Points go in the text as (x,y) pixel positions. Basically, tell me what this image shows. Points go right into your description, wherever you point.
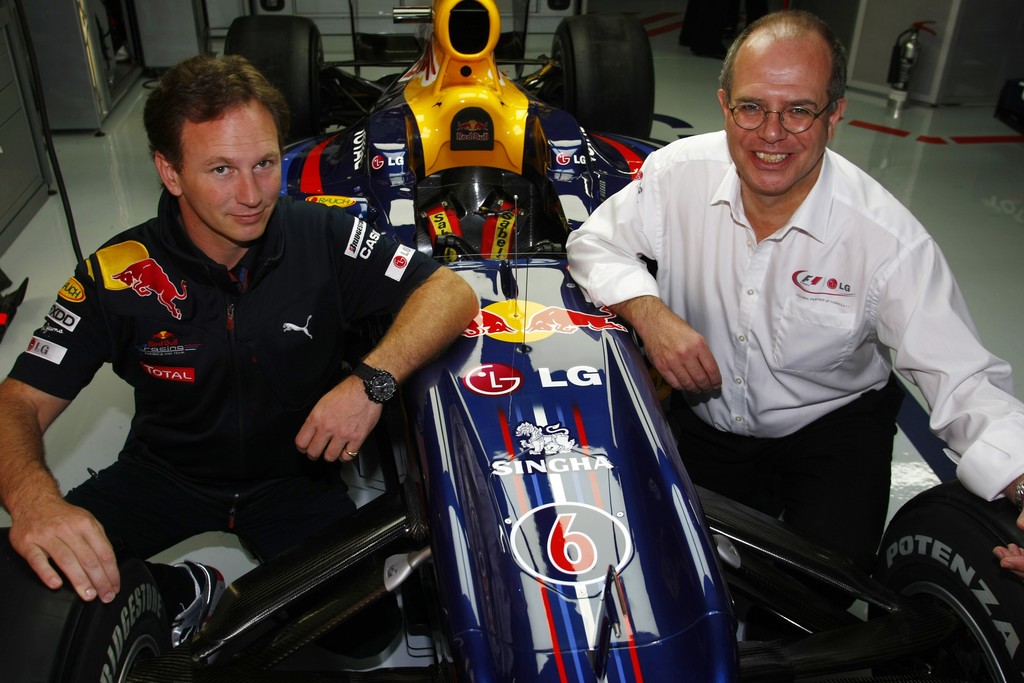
In this image I can see there are two people (753,408) in the foreground (843,462) and also an F1 racing car (620,397) and on the top right hand corner (898,41) we can see the spray (915,33).
